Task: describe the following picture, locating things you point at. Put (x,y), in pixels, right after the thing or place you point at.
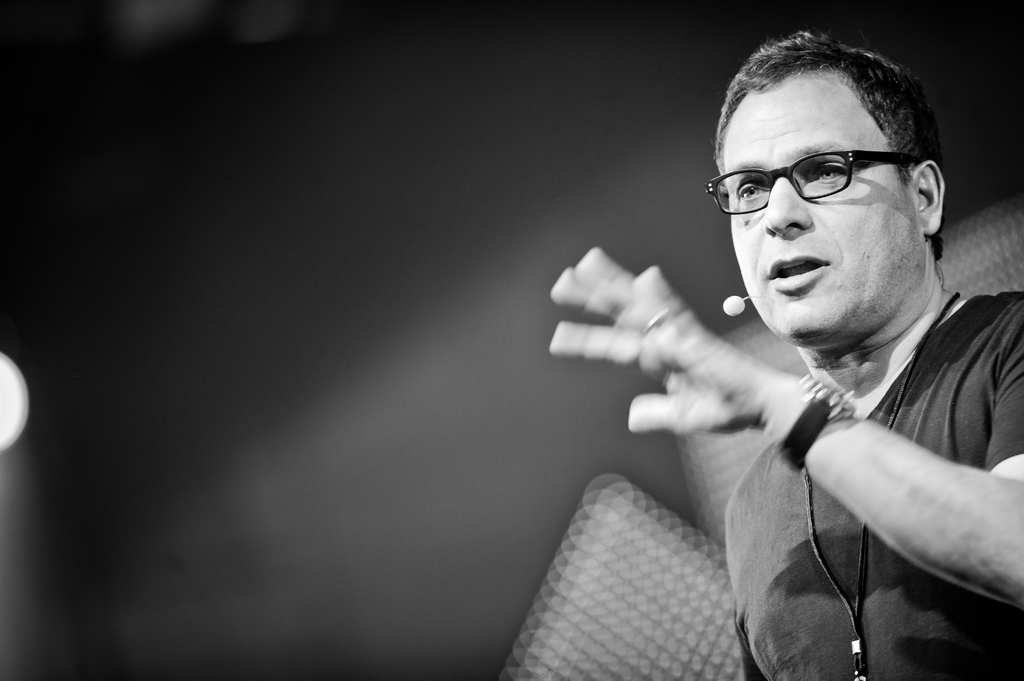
In the image we can see a man (861,432) to the right side of the image (959,503) and the man (868,447) is wearing spectacles (838,181), wrist watch (813,406) and identity card (818,561). Here we can see the microphone (728,300) and the background (387,428) is blurred.
